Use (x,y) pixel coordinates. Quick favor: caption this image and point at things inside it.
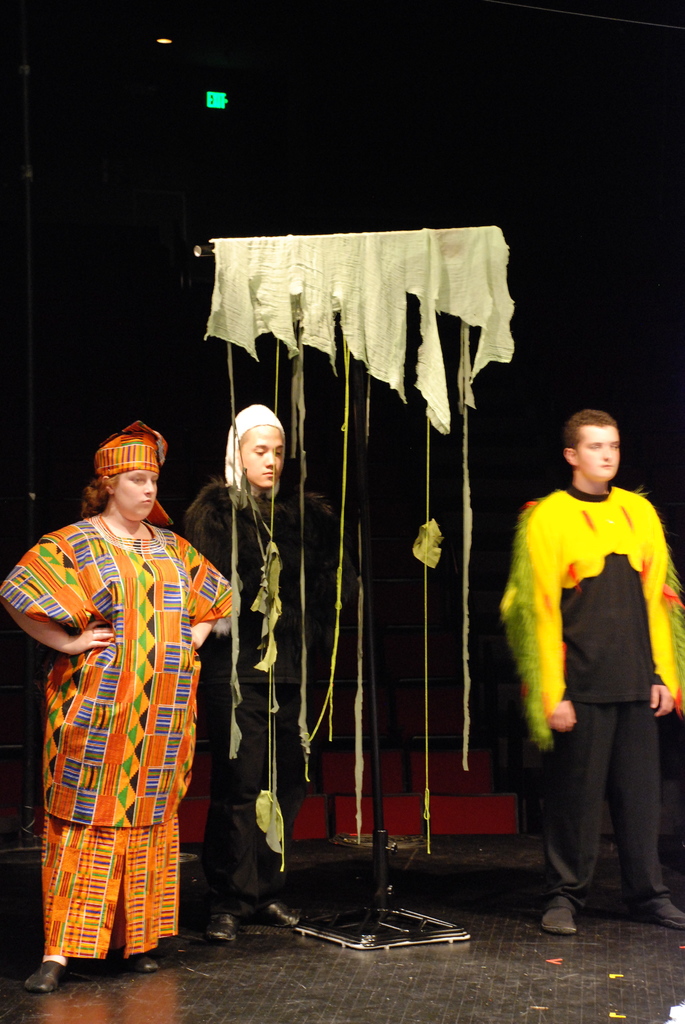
In this picture there is a person (284,593) wearing black dress (310,520) is standing in front of an object (365,583) and there are two persons (594,747) standing on either sides of it and the background (267,190) is in black color.
